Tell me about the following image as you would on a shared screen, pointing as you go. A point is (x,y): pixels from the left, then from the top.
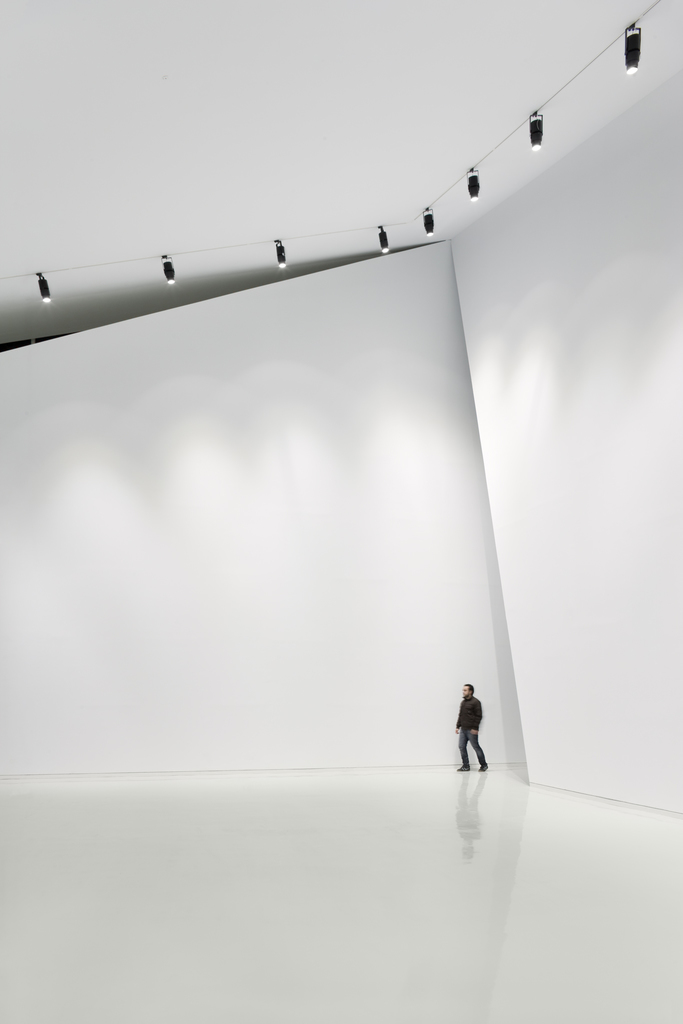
This is completely an indoor picture. In this picture we can see a man (469,690) wearing a black jacket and shoes (464,768). Here we can see the reflection (476,816) of the man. On the top (638,66) we can see a ceiling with few lights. The walls (284,587) are in white colour.
